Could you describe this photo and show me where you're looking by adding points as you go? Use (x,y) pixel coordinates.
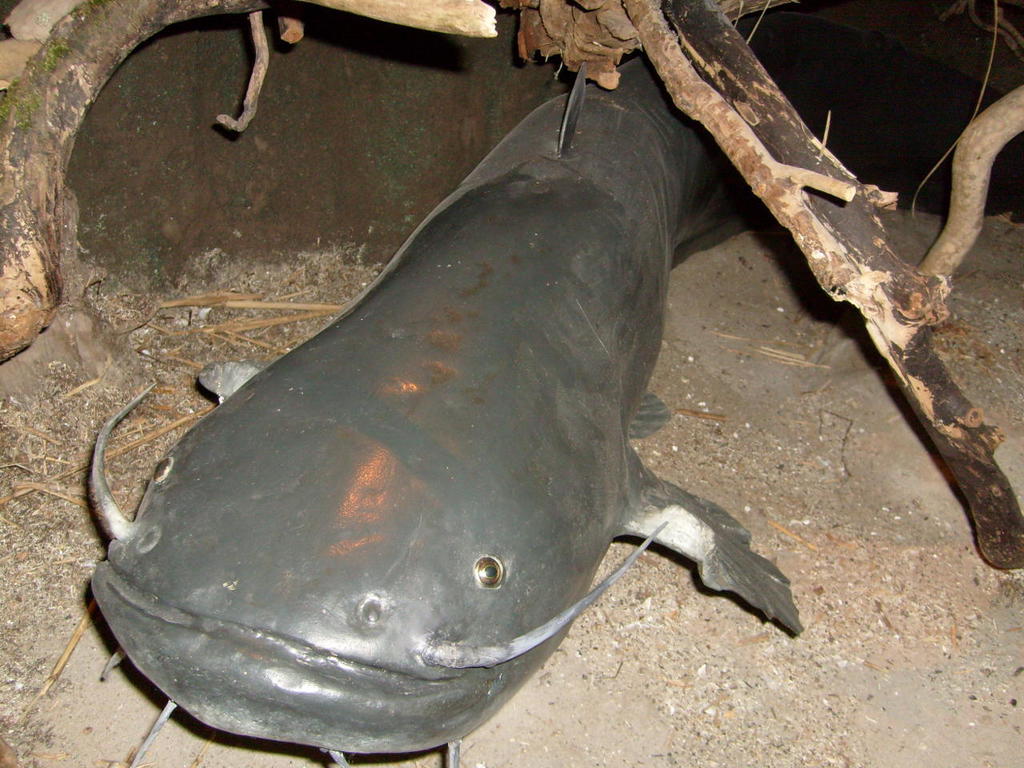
In this image, I can see a catfish (586,507) on the ground (765,725). On the left (56,234) and right side of the image (864,245), I can see the branches (924,399).
